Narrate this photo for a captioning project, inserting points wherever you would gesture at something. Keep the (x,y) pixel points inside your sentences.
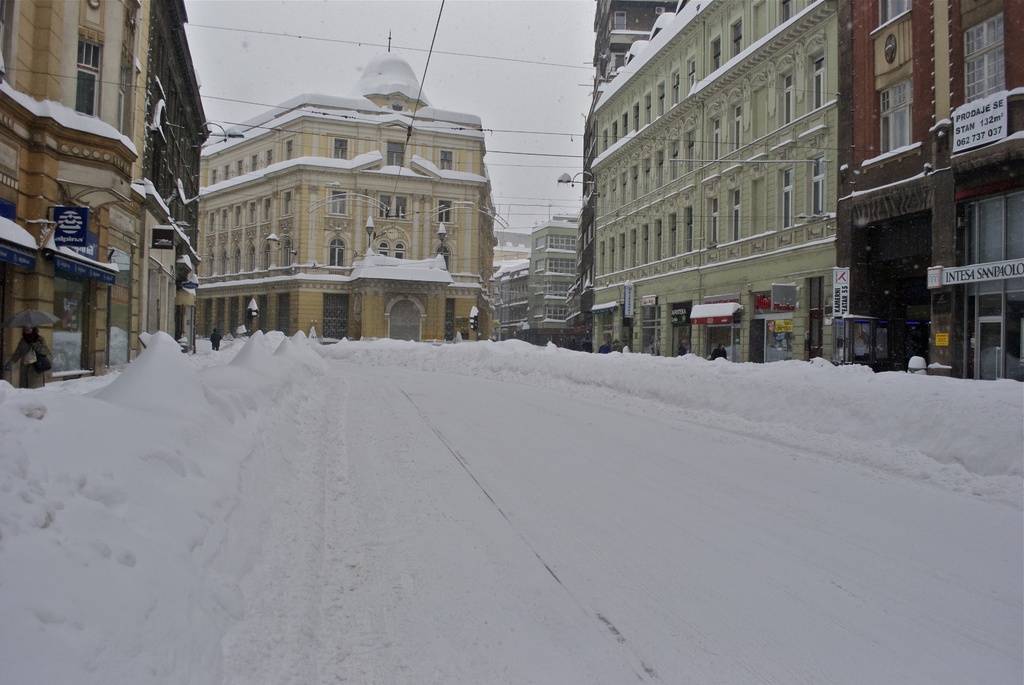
In this image I see number of buildings (568,258) and I see boards (93,234) on them on which there is something written and I see the snow (387,360) on the path (398,410) and I see few people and I see the wires (208,25). In the background (287,60) I see the sky (434,82).
